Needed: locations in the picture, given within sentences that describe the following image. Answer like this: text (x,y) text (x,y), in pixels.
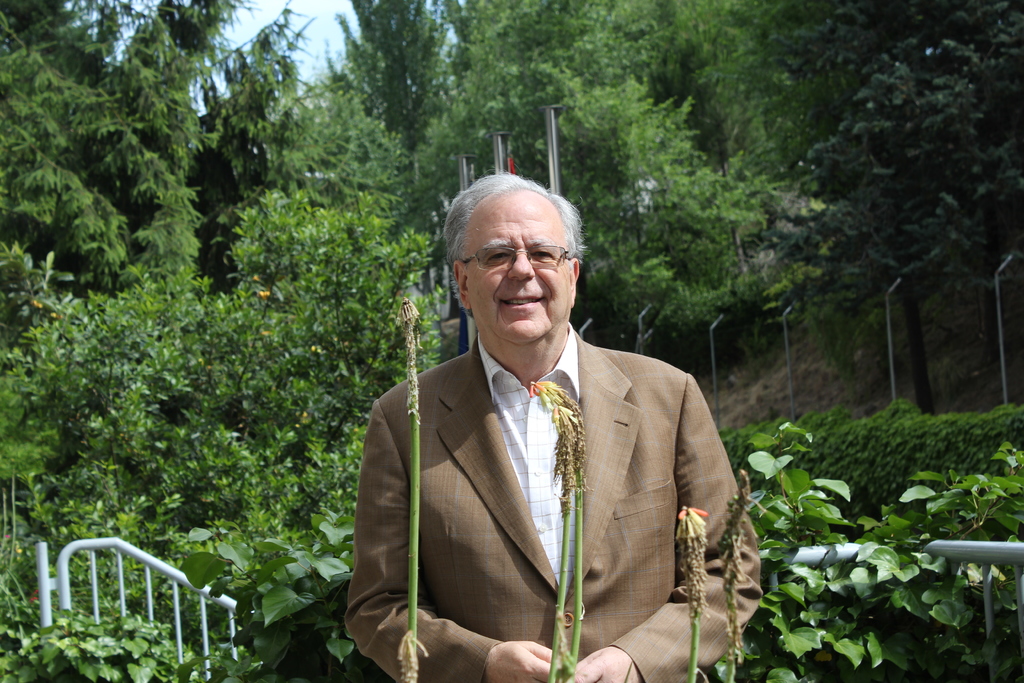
In this image we can see a man (497,250) standing between the plants (418,517). In the background (472,98) there are trees (322,249), sky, iron grills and poles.
